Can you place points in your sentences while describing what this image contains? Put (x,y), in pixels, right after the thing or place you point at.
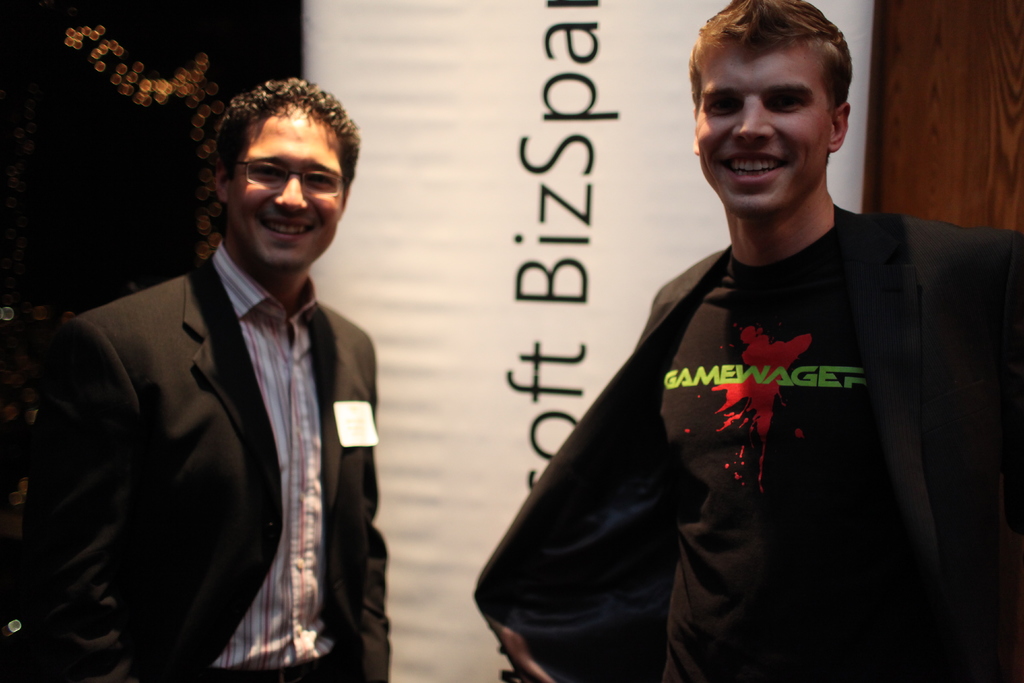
In this image I can see two people (674,293) are standing and smiling. They are wearing a black coats (632,439). Back Side I can see a white banner (521,121) and something is written on it.
